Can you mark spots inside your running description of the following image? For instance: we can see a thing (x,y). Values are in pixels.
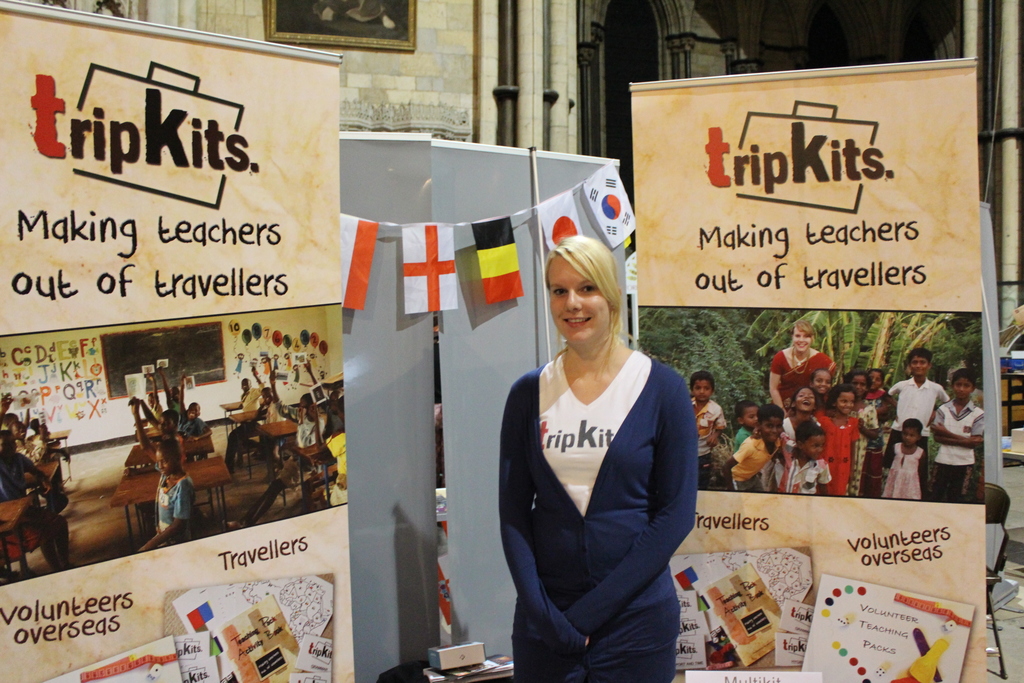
In this image I can see a woman (621,511) wearing white and blue colored dress (600,520) is standing and smiling. I can see few banners (156,293) which are cream in color, few flags (507,241) and few grey colored sheets (485,388). I can see a chair (996,510), the wall (494,121), few pipes (505,55) and a photo frame (403,40) attached to the wall (430,47).
